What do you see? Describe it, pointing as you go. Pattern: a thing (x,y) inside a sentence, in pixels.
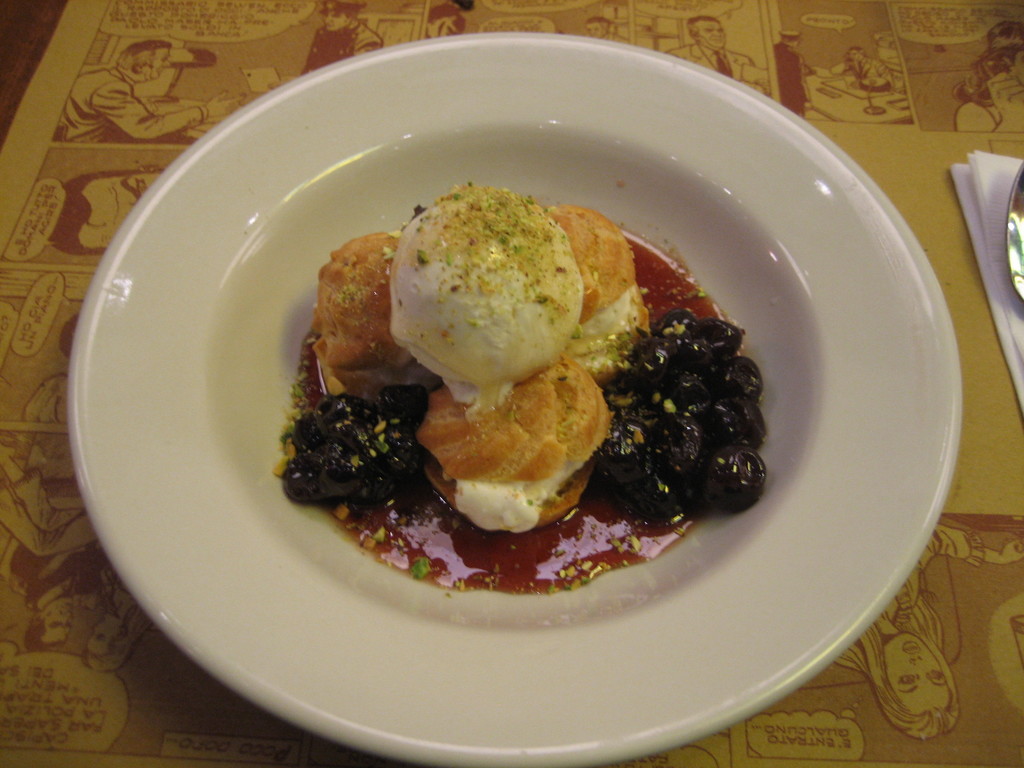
In this image in front (436,556) there is a food item (495,301) on a plate (402,218). Beside the plate (345,130) there is a tissue (963,185) and a spoon (1019,195).
